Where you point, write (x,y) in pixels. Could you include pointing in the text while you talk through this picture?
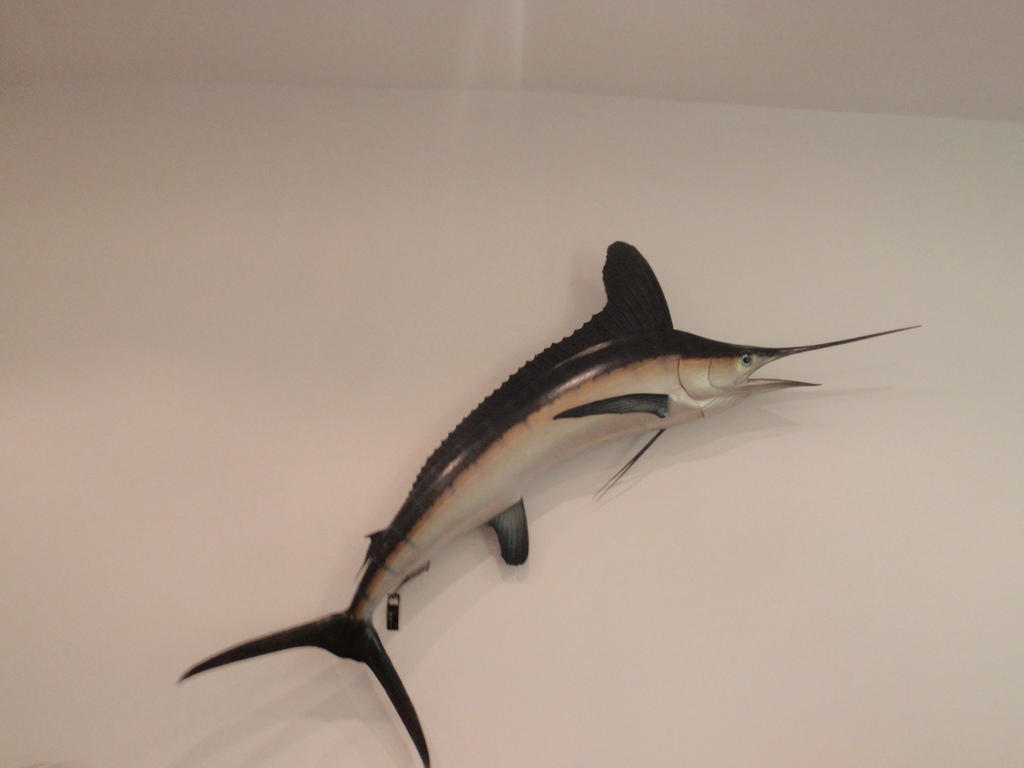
In this image we can see a fish (751,364), it is in black color, here is the eye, here is the mouth (745,378).
